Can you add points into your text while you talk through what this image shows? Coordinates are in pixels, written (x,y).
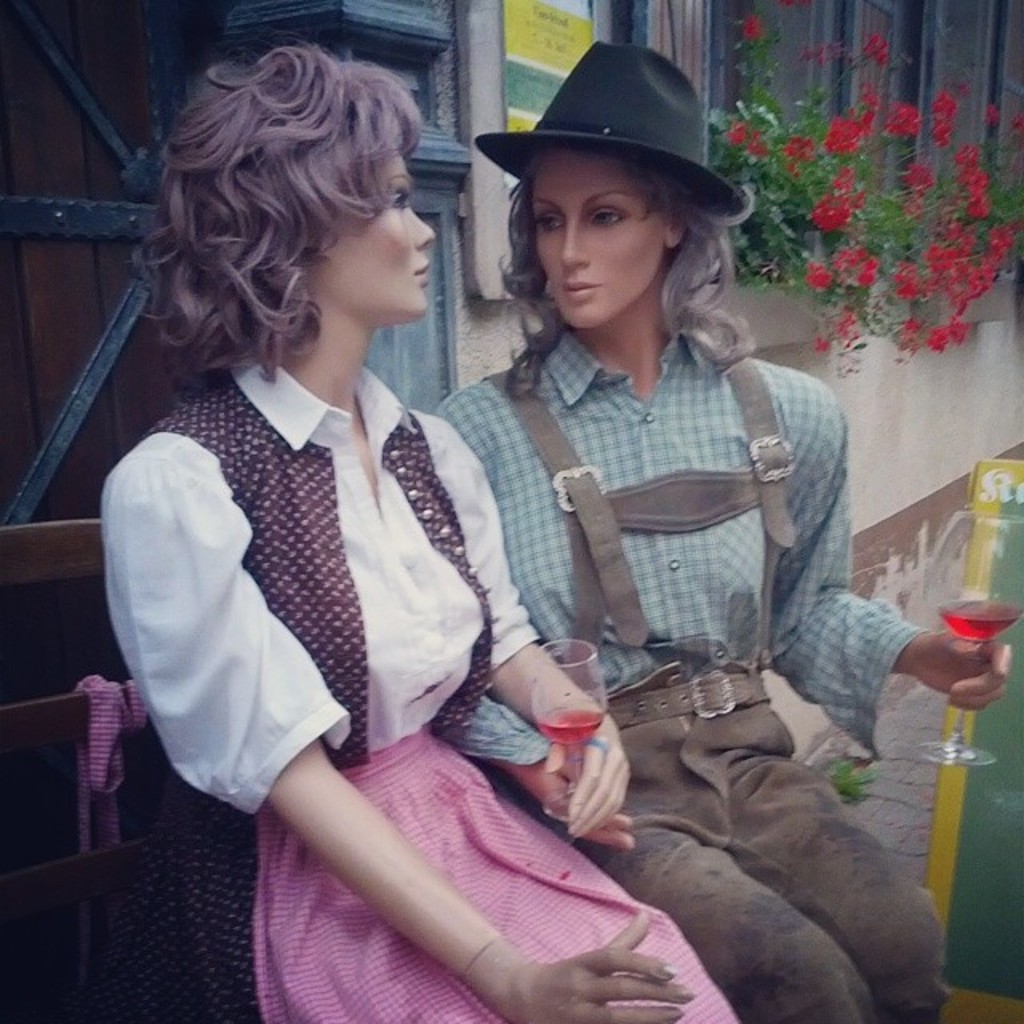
Here we can see two mannequins (762,947) sitting on a bench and holding glasses (1009,552) with liquid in it in their hands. In the background (582,13) there are door (51,454), poster (530,25) on the wall (478,86), plants (874,230) with flowers (945,263) and a hoarding board (959,1011) on the floor (870,760).
